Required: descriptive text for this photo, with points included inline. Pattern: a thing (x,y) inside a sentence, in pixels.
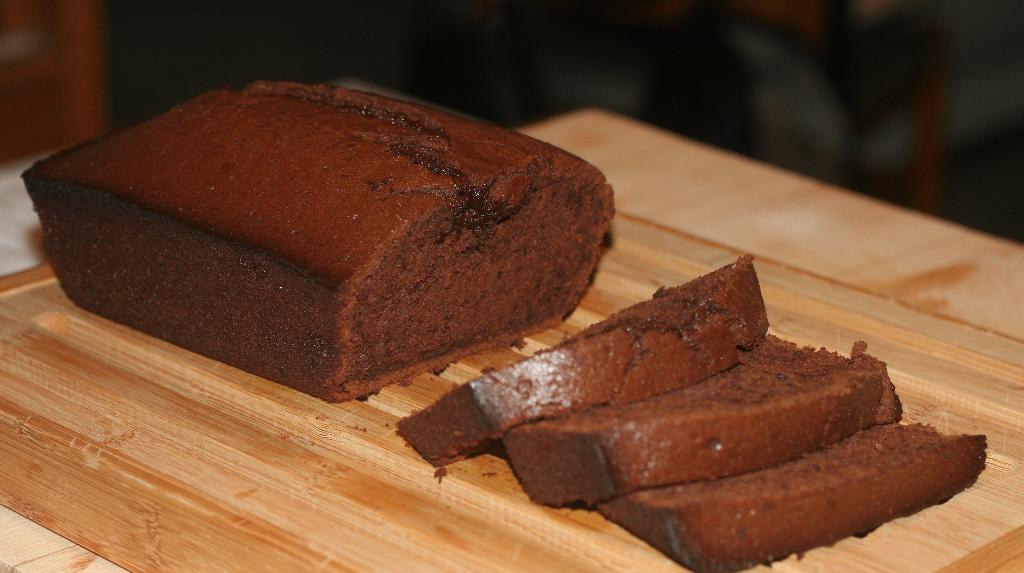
In this picture we can see few cake pieces (523,248) on the wooden plank (618,251).
